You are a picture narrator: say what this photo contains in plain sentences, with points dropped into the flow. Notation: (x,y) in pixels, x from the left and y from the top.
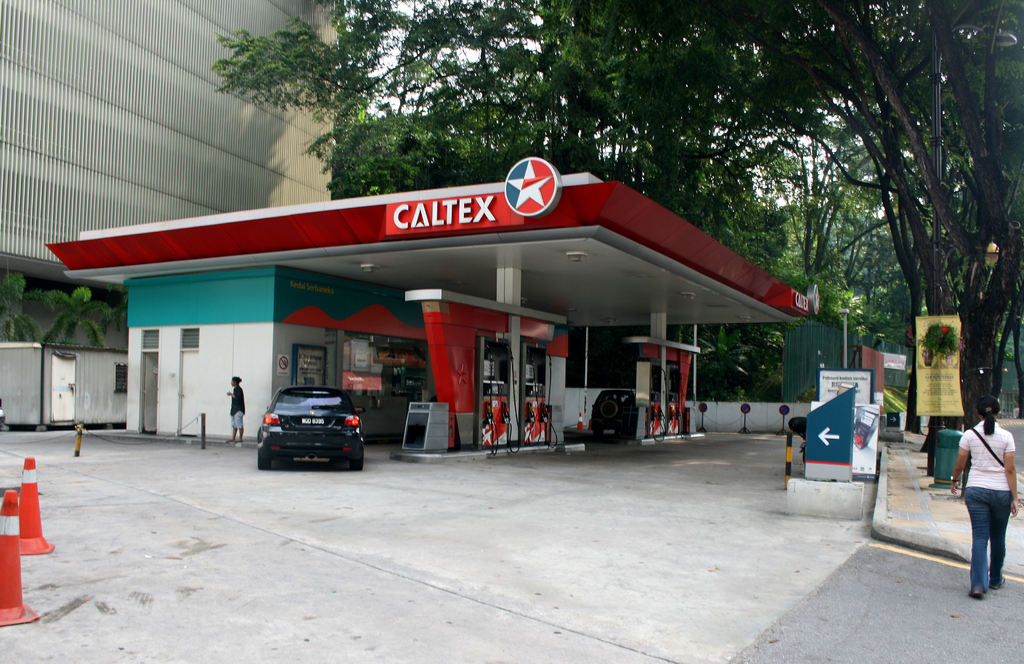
In this image, this looks like a filling station (580,461). I can see two cars (348,438) Here is the woman (974,520) walking. I think this is a dustbin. This is a directional board (832,452). I can see another person (235,399) standing. This looks like a building (184,120). I can see the trees (956,225) with branches (946,188) and leaves (923,110). This is the pathway (906,492).
